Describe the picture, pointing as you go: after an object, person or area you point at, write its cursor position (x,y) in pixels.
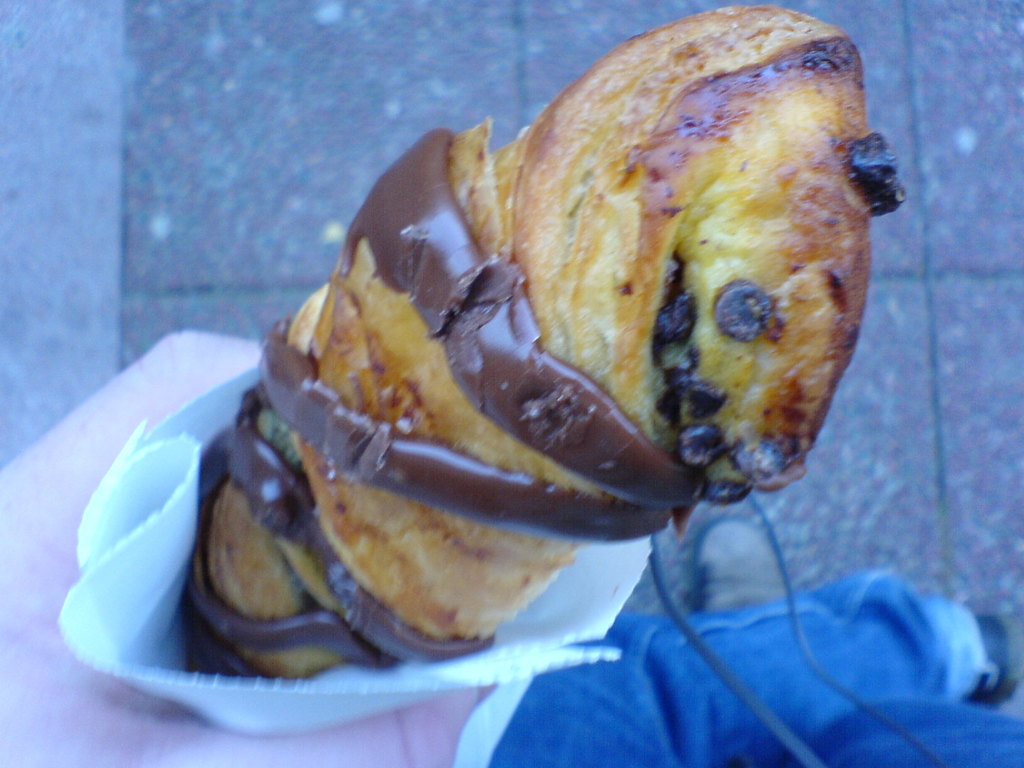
In this image I can see a person (772,688) is holding a food item (286,463) in the hand (74,686). This person (561,759) is wearing a blue color jeans (652,703). In the background (310,134), I can see the floor (262,120).
